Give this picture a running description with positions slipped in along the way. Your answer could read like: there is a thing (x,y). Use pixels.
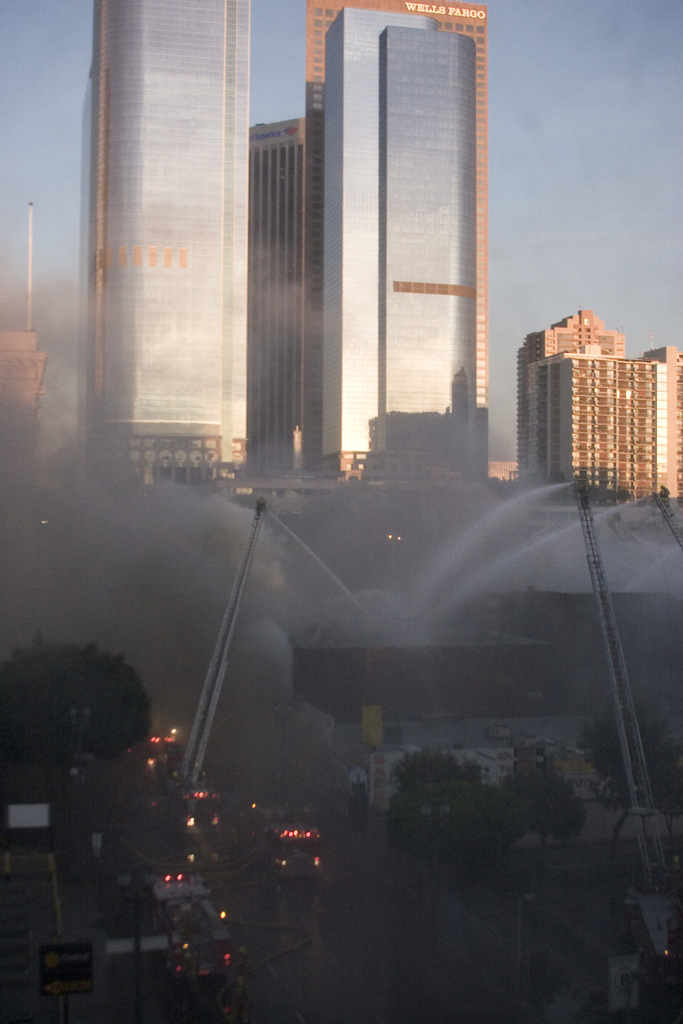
In this image we can see few buildings (327,682), there are some trees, boards (80,987), vehicles (206,927), lights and poles (58,930), in the background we can see the sky (616,122).
